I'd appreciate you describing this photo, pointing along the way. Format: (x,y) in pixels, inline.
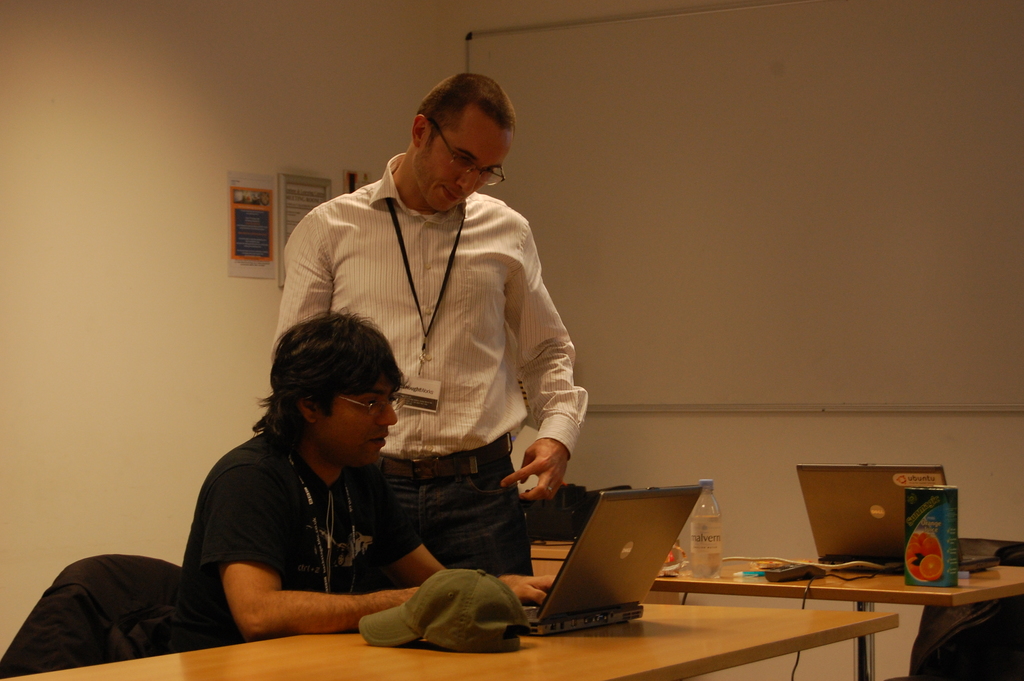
In-front of this person's (312,506) there is a table (518,673), on this table (518,673) there is a cap (503,614), laptops (875,520), bottle (711,522) and food packet (955,510). A whiteboard (792,248) on wall (406,21).
